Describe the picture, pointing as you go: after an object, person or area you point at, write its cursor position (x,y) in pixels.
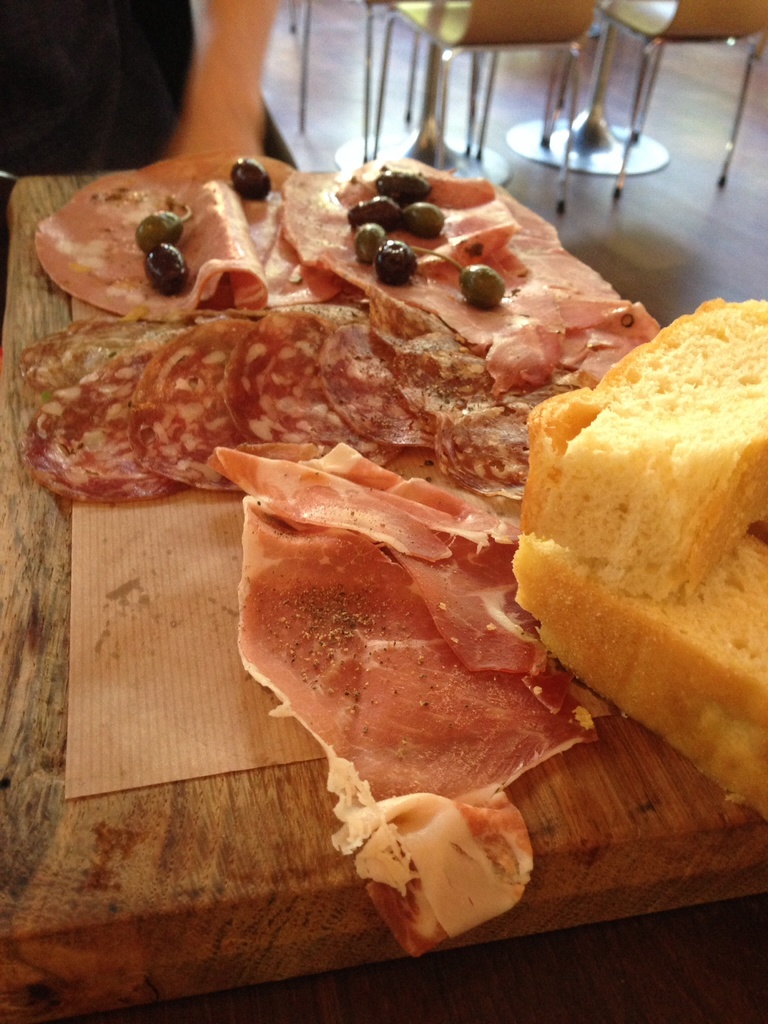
In this picture, we see a table (211,877) on which meat (325,469), fruits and a baked item (564,513) are placed. In the left top of the picture (134,44), we see a person (96,160) is standing. At the top of the picture (515,8), we see the chairs (638,100).
